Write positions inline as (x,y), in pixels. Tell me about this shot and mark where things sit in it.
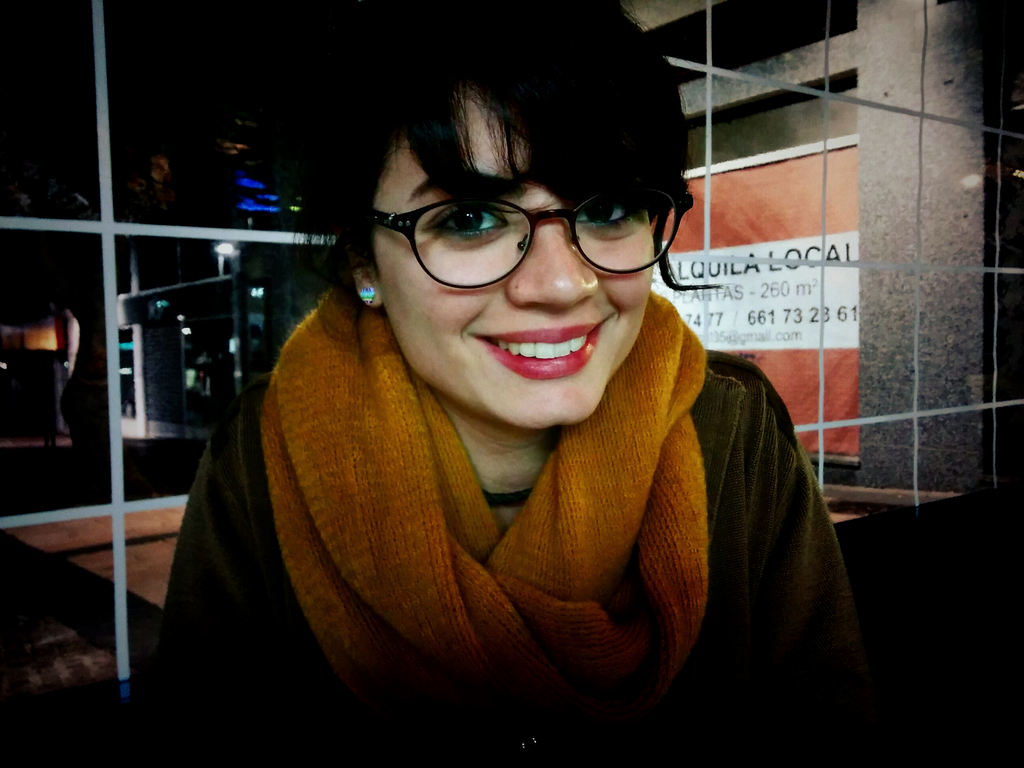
Here I can see a woman (539,445) is smiling and looking at the picture. At the back of her there is a glass (839,286) through which we can see the outside view (156,277). In the background (126,377) there is a building (219,306) in the dark. On the right side (779,226) there is a banner (815,328) attached to the wall (854,106).
